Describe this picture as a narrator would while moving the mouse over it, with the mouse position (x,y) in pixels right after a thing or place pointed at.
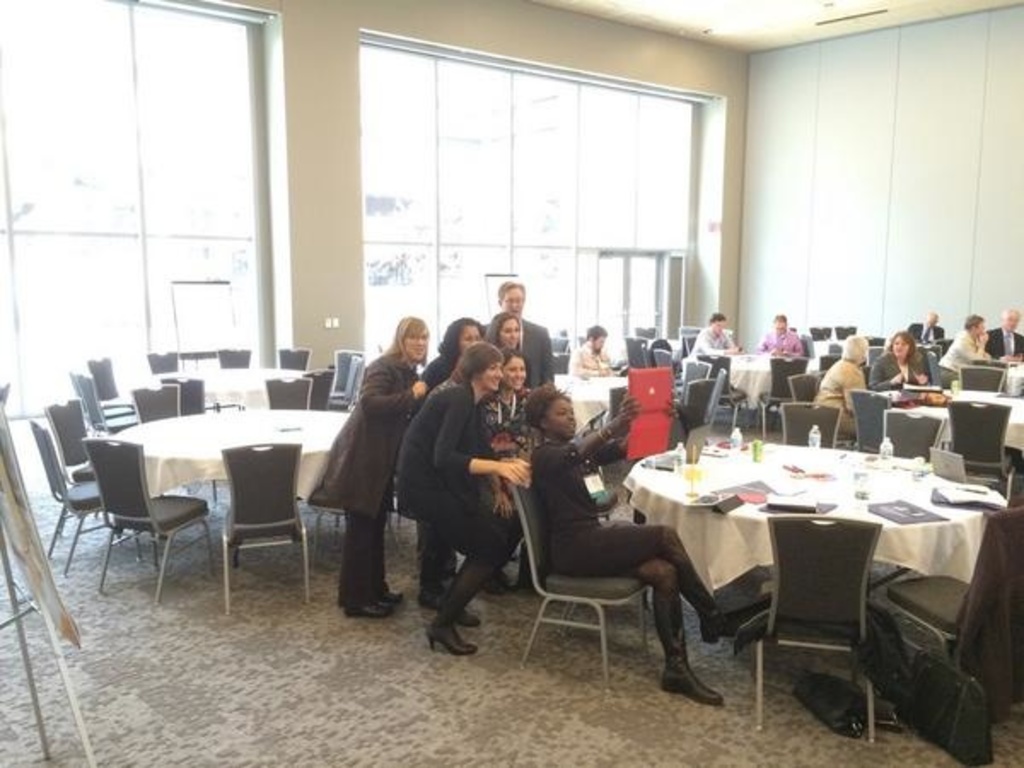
There is a woman (581,498) in black color dress (560,510) sitting on a chair (578,598), capturing image of group of people (517,288) who are back to her. Beside her, there are laptops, bottles (734,445), glasses (862,485) on the table (900,487) which is covered with white color cloth (711,522). In the background (839,258), there is a wall (903,318), people (913,353) sitting around tables (999,397), chairs (993,378), glass window (612,229) and other items (643,316).
